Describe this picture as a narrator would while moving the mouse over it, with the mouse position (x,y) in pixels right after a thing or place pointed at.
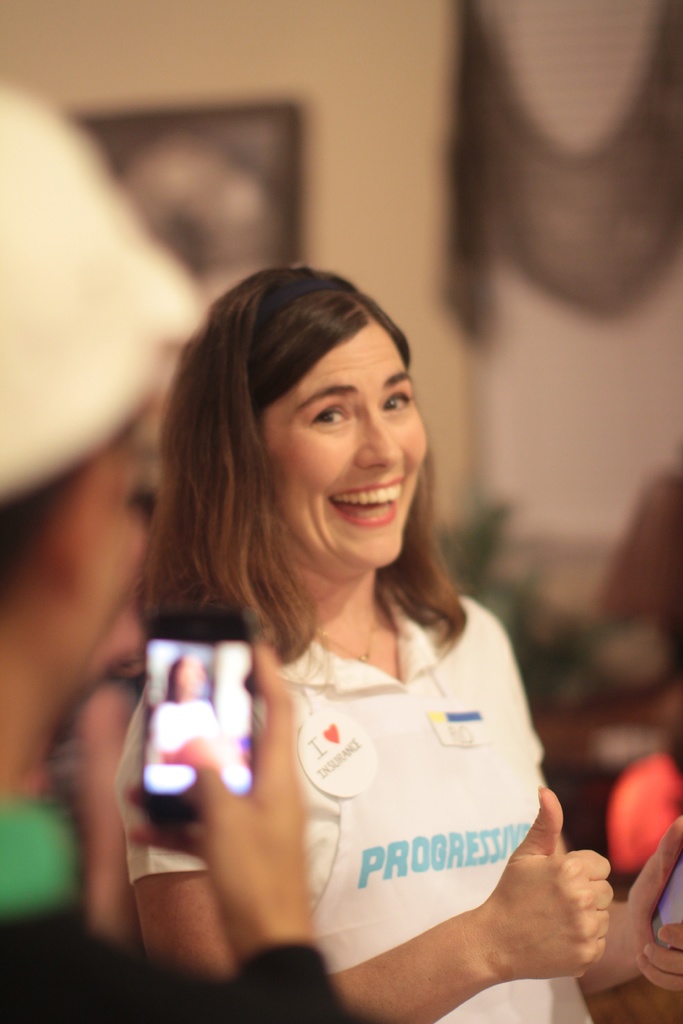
There is a woman (364,447) and she is smiling. Here we can see a person (247,860) holding a mobile (230,737). There is a blur background (603,752).
